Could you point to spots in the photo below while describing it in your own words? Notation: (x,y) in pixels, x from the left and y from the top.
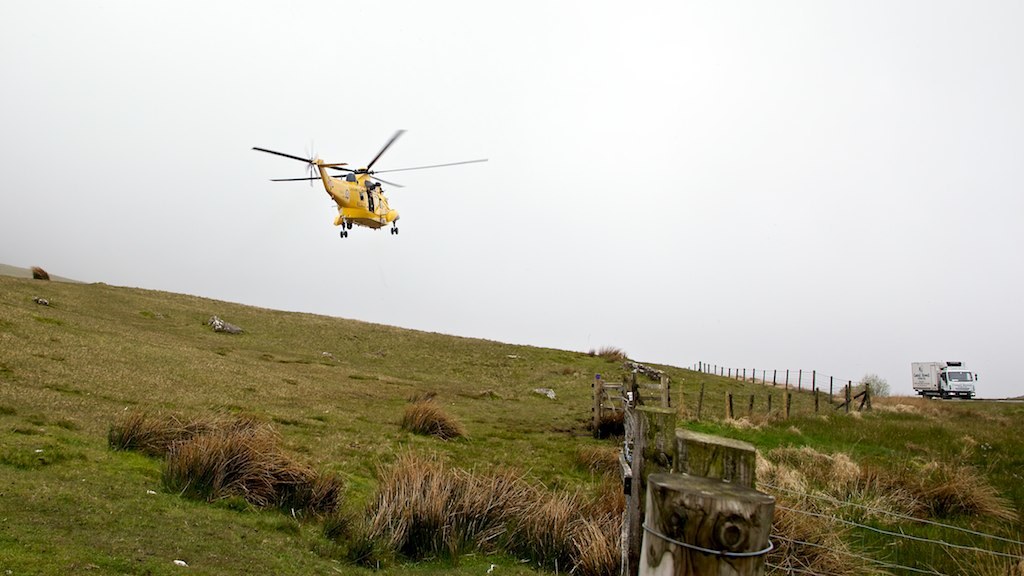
Here we can see a helicopter (331,197) flying above the ground (301,391). On the ground (301,391) we can see grass (752,380), fence (725,472) and on the right (936,393) there is a vehicle (973,395) on the ground (737,406) and this is a sky (582,94).
